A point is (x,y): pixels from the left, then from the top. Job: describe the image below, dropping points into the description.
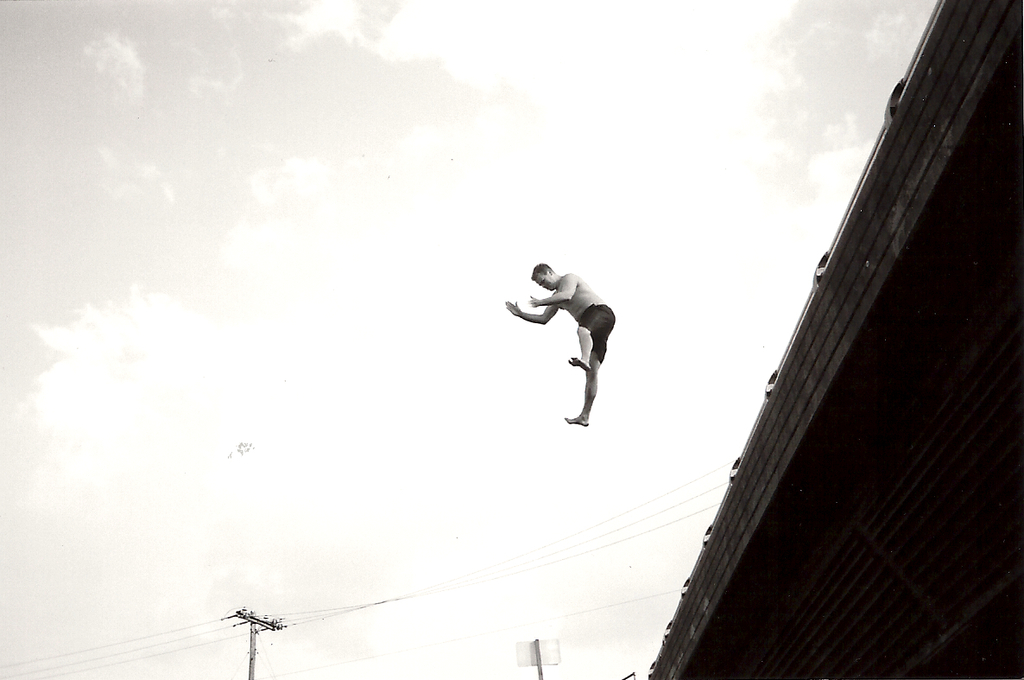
In this image I can see the person (584,307) in the air (510,382). To the side of the person (580,362) I can see the building (905,504) and the current pole (238,616). In the background (273,228) I can see the clouds (239,215) and the sky (527,494).
